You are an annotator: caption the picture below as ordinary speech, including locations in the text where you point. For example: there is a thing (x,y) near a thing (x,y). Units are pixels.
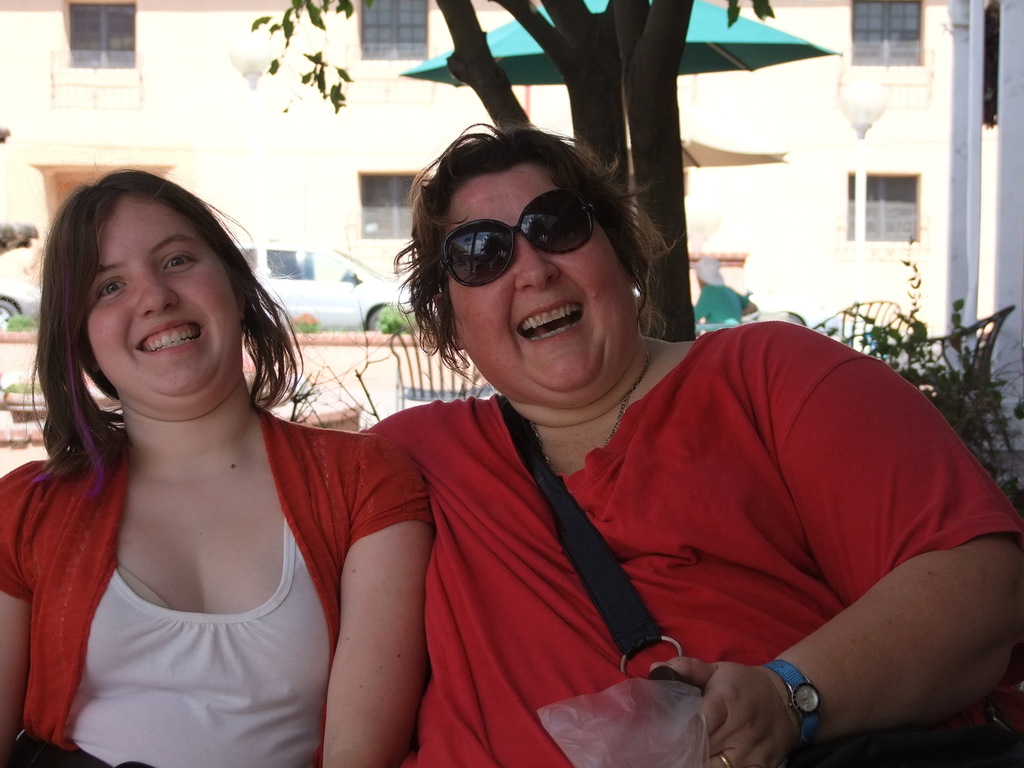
In this picture there are two ladies (74,500) in the center of the image (545,406) and there is a building (129,103) and tree (678,121) at the top side of the image (770,80).
